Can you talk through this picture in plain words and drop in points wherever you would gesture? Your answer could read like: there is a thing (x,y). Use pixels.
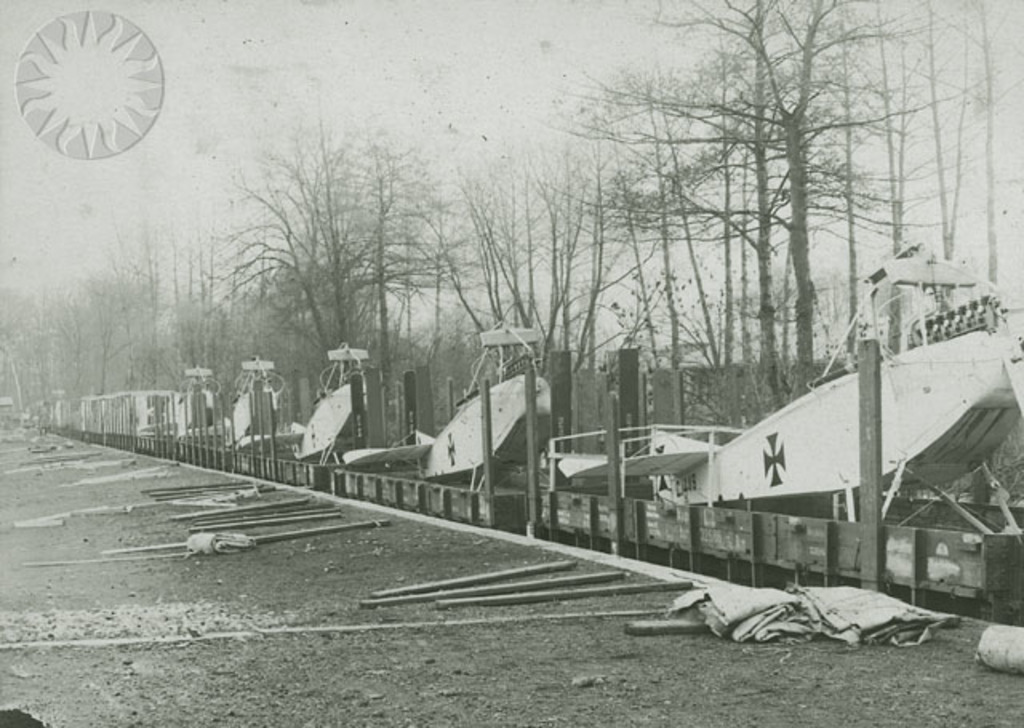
In this picture we can see some airplanes (187,399) on the right side (915,448), at the bottom (315,508) there are some sticks (334,512), we can see trees (361,267) in the background (430,180), there is a logo (84,89) at the left top of the picture (76,78), it is a black and white image.
